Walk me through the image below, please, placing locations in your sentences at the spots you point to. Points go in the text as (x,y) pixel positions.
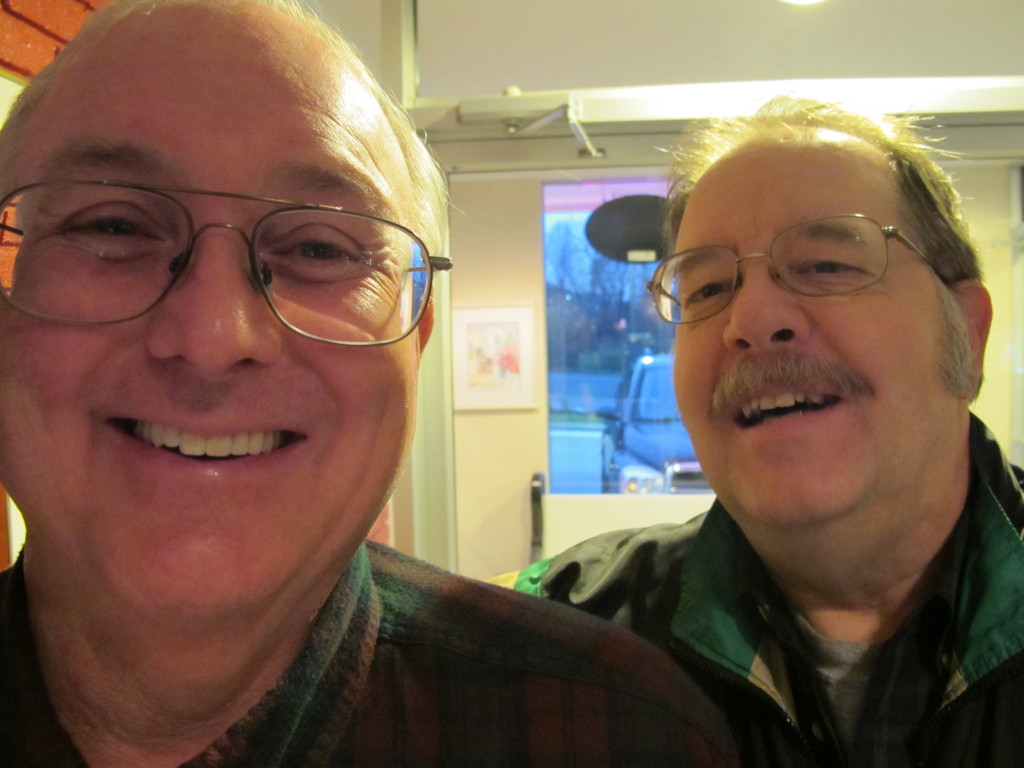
In this image there are two men (386,612). They are smiling. Behind them there is a door (499,246) to the wall (482,239). To the door (434,382) there is a small board (483,366). There is a glass window (586,386) to the door (634,391). Outside the window (618,421) there is a car (630,450) on the road (564,387). In the background (578,329) there are trees (593,315). At the top (558,51) there is the ceiling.
